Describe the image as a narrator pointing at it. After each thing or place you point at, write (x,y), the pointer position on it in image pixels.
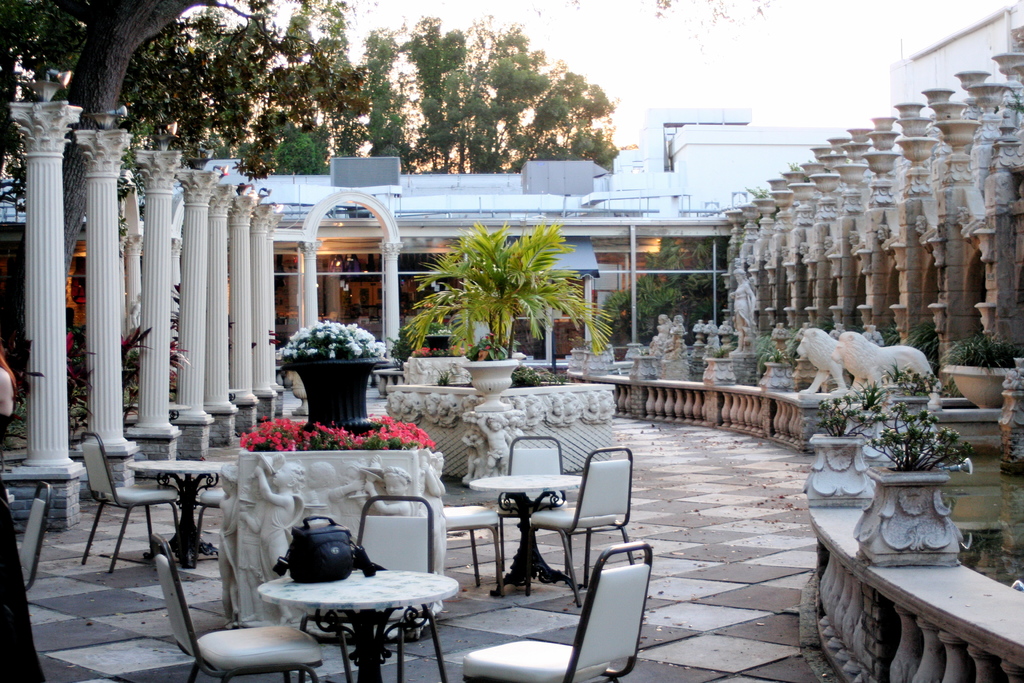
In this picture to the left (134,286) there are many pillars (173,273). And in the middle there are some tables (310,596) and chairs (131,507) which are in white color. To the front table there is a bag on it. And there is a flower pot (342,396), flowers (348,440) and sculptures (325,484) on it. And to the right side (817,351) there are two lions statue (862,348), pillars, some pots (903,479) and trees (468,117) on the top (247,109).
